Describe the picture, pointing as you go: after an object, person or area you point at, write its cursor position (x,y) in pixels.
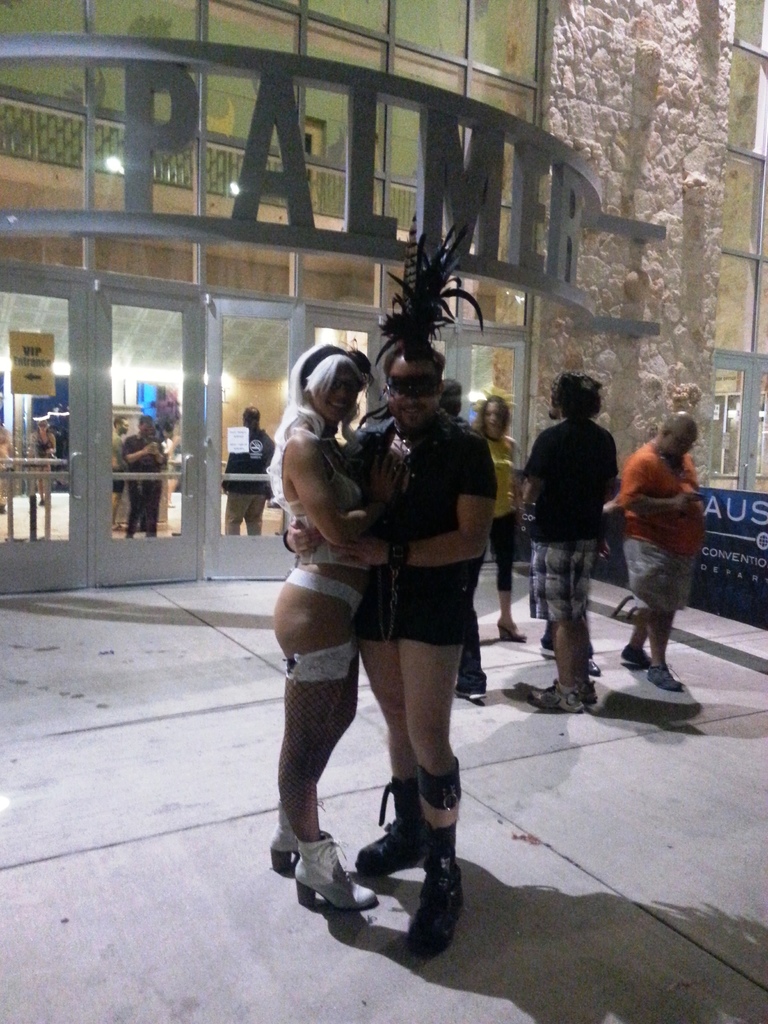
In this Image I can see few people (360,482) are standing. I can see two of them are wearing costumes (409,783). I can also see shadows (510,952), a building (172,232), doors (35,405), yellow colour thing (41,370) on this door (40,413) and here I can see blue colour board (699,595). I can also see something is written at few places.
